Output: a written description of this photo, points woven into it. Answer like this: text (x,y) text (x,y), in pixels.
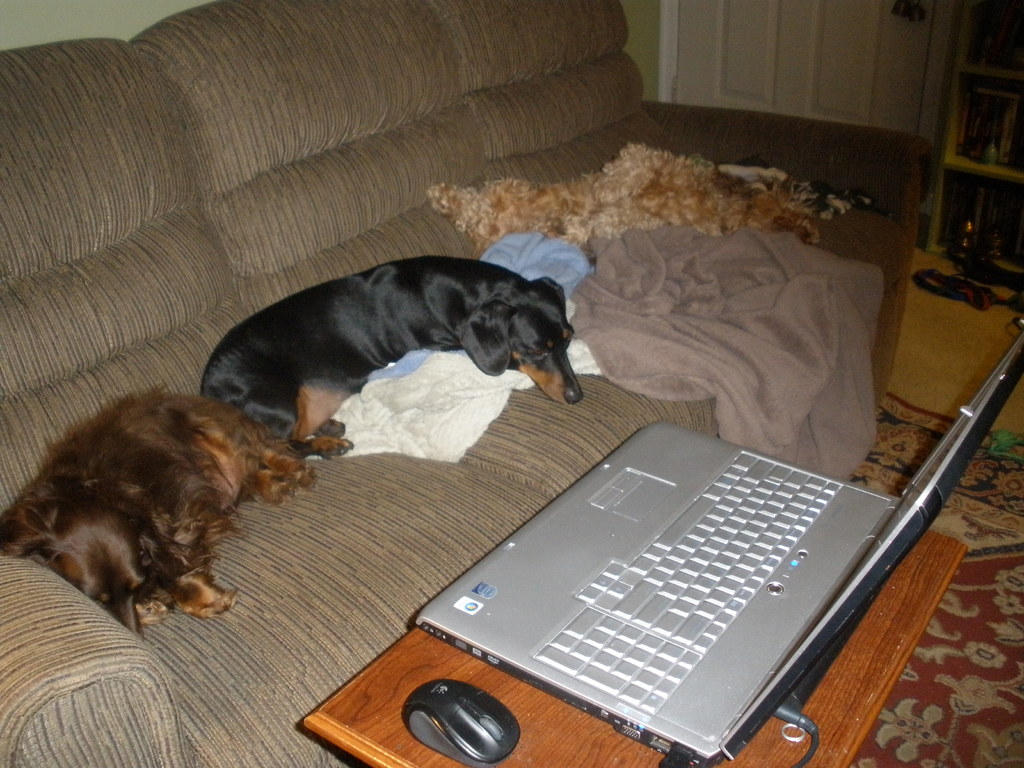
In this picture, we see dogs (269,355) sleeping on the sofa (315,607). On the sofa (432,471), there are blankets (547,253) which are in blue and white color. At the bottom of the picture (635,522), we see a table (581,724) on which laptop (532,663) and mouse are placed. In the right top of the picture (997,76), we see cupboard (975,181) and beside that, there is a white door (820,3).
